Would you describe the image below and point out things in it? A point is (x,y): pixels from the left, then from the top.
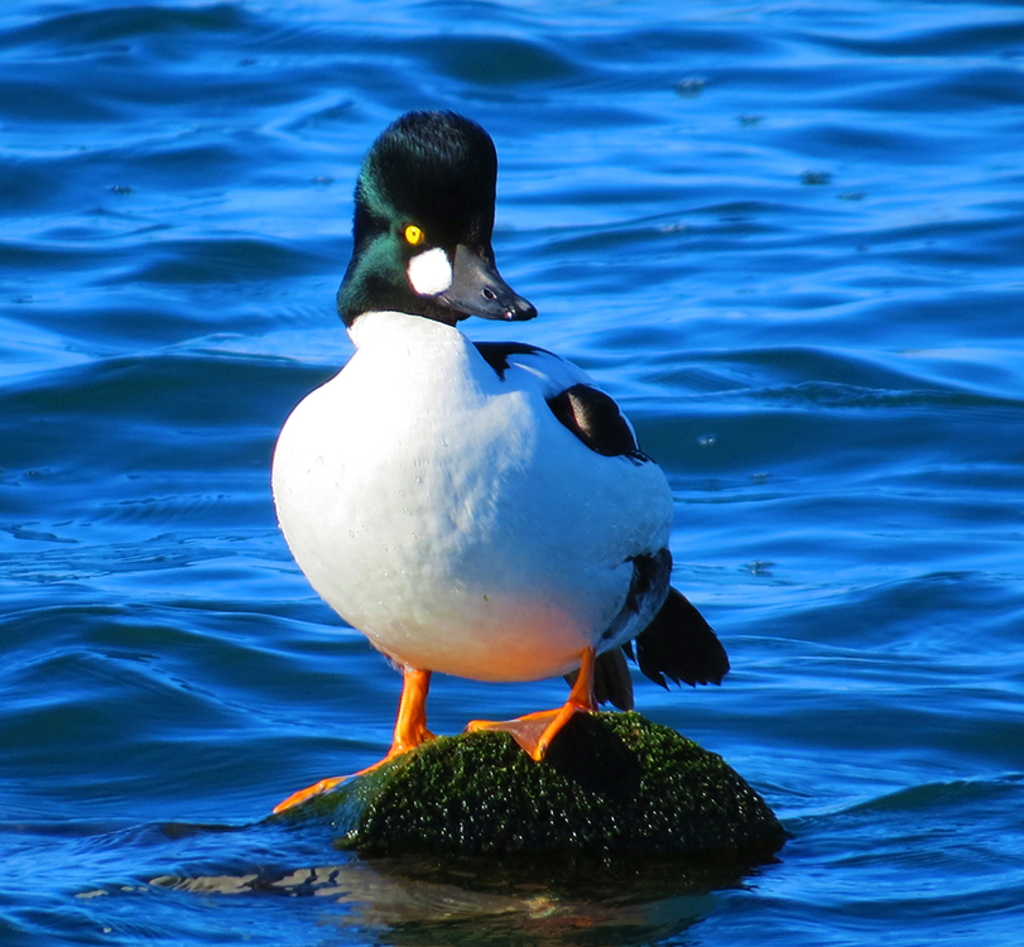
In this image there is a common golden eye bird (456,578) standing on the rock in the water (238,518).
